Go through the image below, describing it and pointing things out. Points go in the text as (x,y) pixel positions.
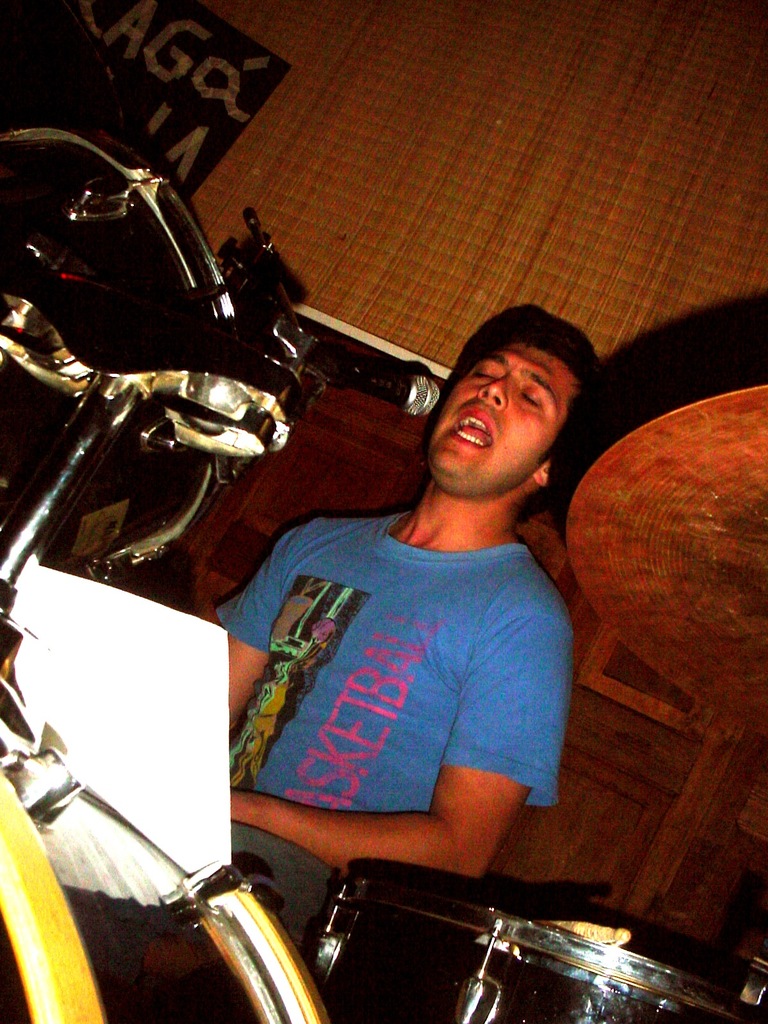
In this image there is one person (443,511) who is sitting and in front of him there is one mike (422,378) and drums (408,949) are there and on the top (444,137) there is a wooden wall (475,191) and on the right side (684,582) there is another drum (692,504) it seems that this person (447,527) is singing.
